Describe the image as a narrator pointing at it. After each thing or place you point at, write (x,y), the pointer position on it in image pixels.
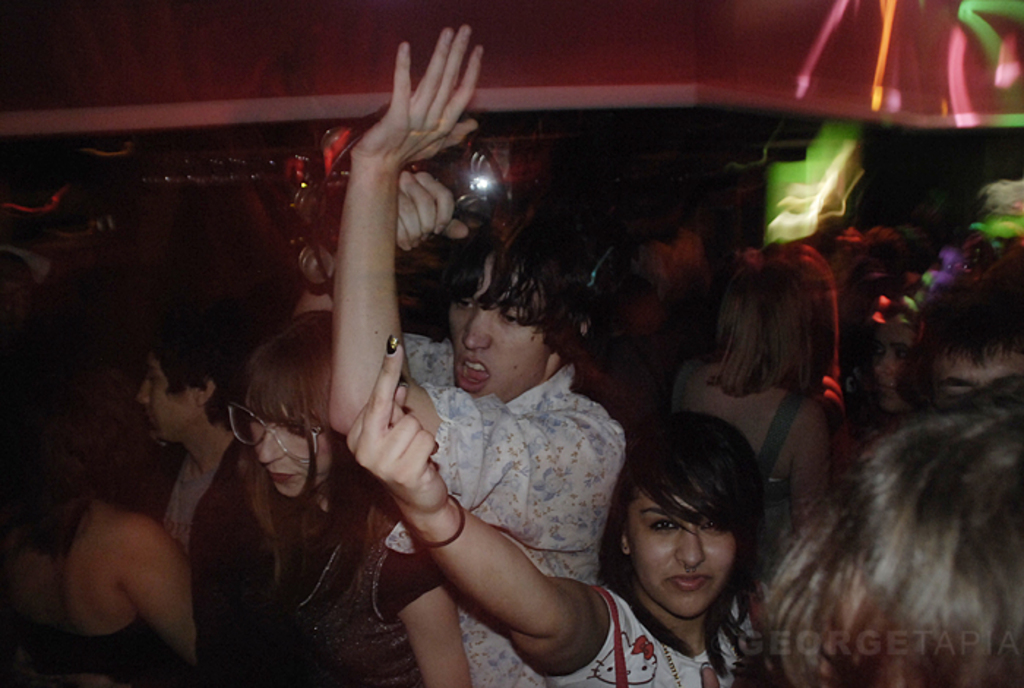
In this image I can see number of people (461,297) are standing. On the top right side of this image (772,176) I can see few lights (851,189) and on the bottom right side (923,646) I can see a watermark (986,645).
